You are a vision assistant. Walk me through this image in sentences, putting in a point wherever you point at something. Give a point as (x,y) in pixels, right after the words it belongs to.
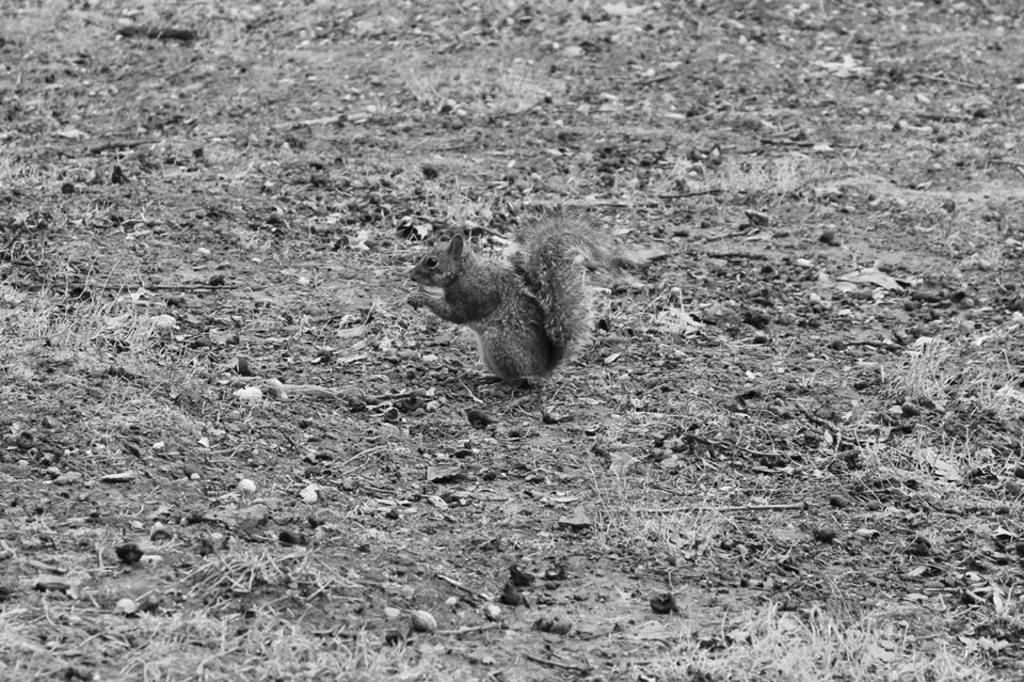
This is a black and white image. In this image we can see a squirrel (526,303). On the ground (362,166) there is grass (641,639) and some other items (804,469).
